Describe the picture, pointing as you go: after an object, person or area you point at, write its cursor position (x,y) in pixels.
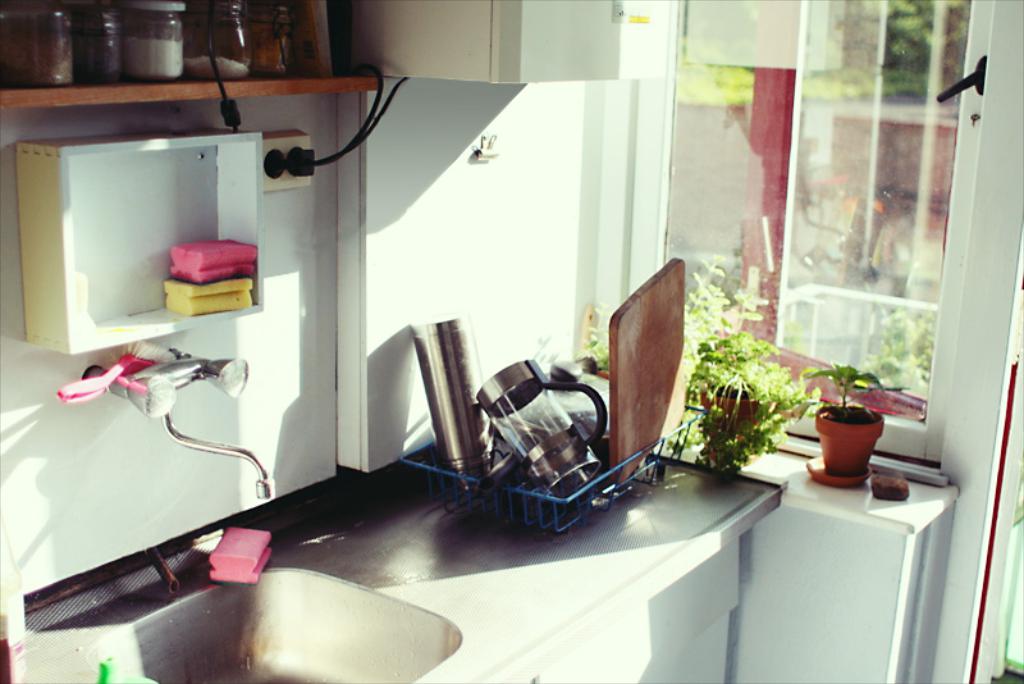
In this image we can see the inner view of a kitchen (482,521). In the kitchen (461,523) there are sink (330,592), tap (224,446), pet jars (220,26), electric cables (381,75), utensils (576,362) in the stand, house plants (716,399) and detergent soaps (230,533).
